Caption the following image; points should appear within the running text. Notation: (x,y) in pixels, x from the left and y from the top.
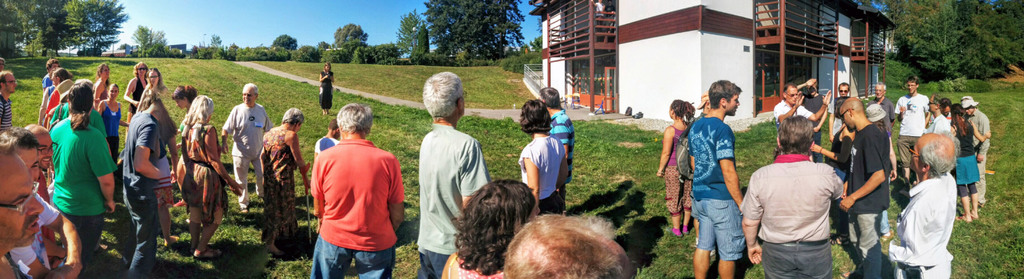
In this image, we can see some people (18,146) standing on the grass (658,136), we can see the green grass (1008,136) on the ground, there is a house (712,62), we can see some trees (514,32), at the top (528,32) there is a blue sky (324,27).
